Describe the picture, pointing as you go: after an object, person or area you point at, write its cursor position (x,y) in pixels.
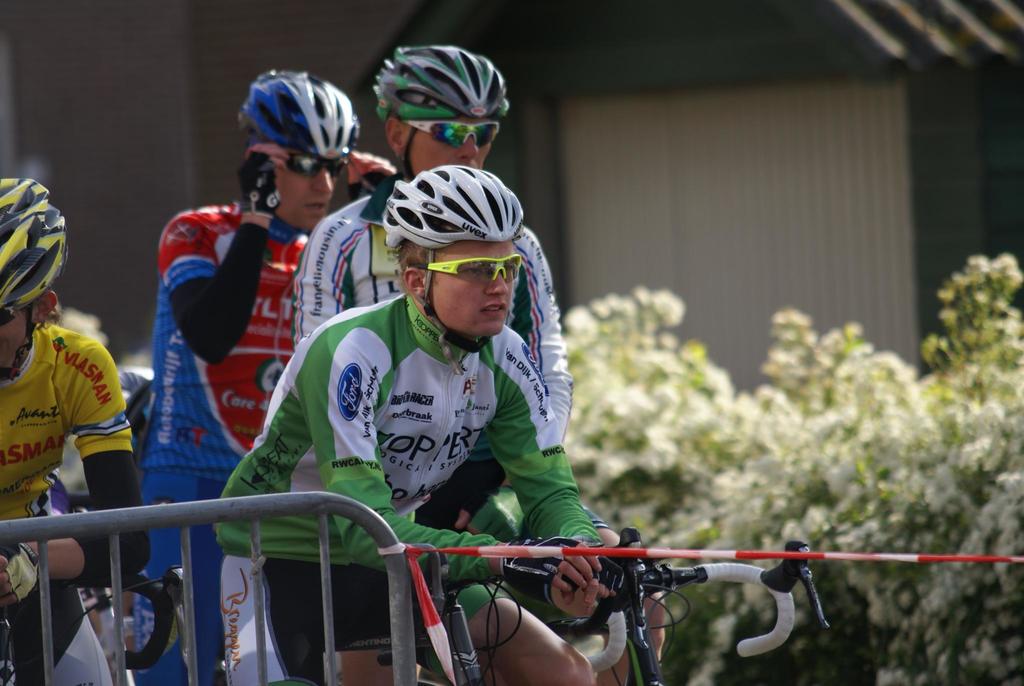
Here we can see a fence (394,588) and a cloth (411,550) tied to it. In the background (291,343) there are four men (168,452) sitting on bicycles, wall (97,125) and plants (782,390).
